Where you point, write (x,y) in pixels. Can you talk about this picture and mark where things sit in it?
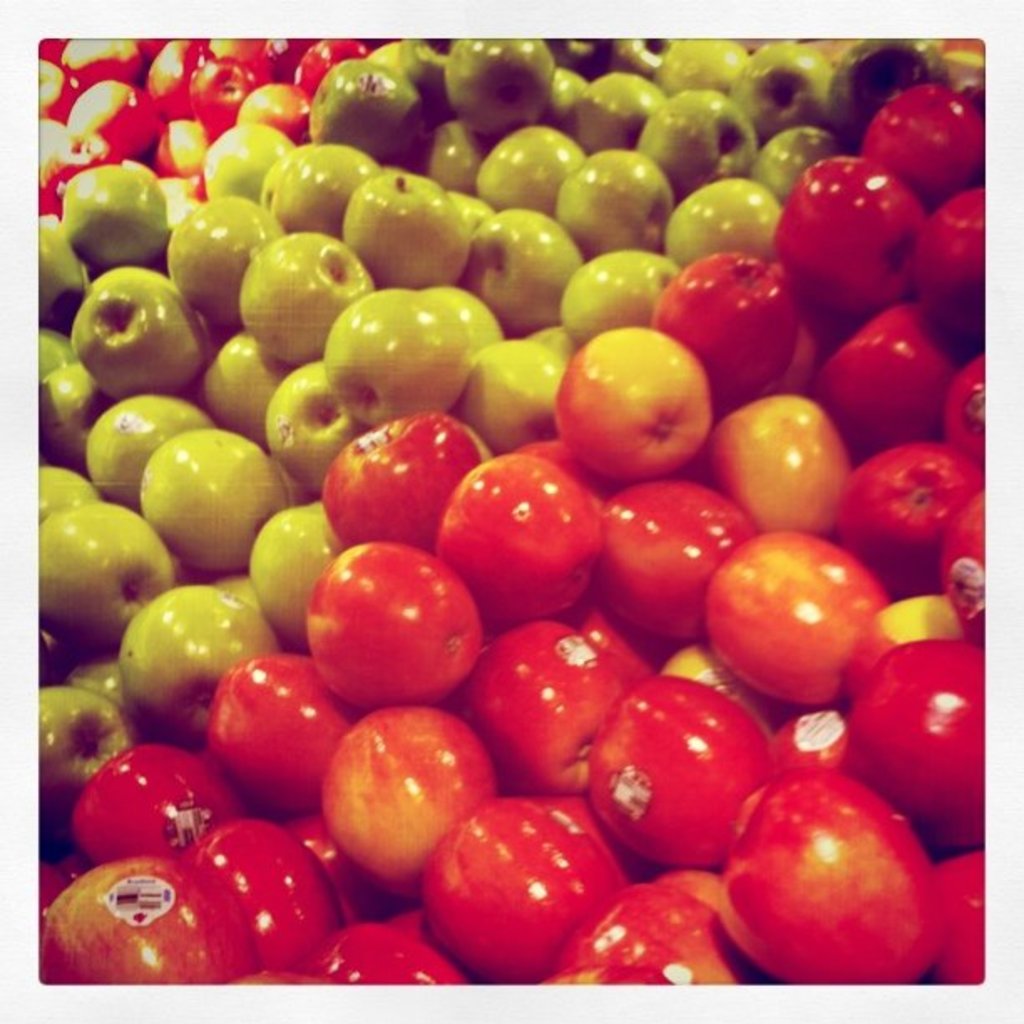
This is an edited image. I can see the bunches (456,731) of red apples (381,675) and green apples (374,243).
